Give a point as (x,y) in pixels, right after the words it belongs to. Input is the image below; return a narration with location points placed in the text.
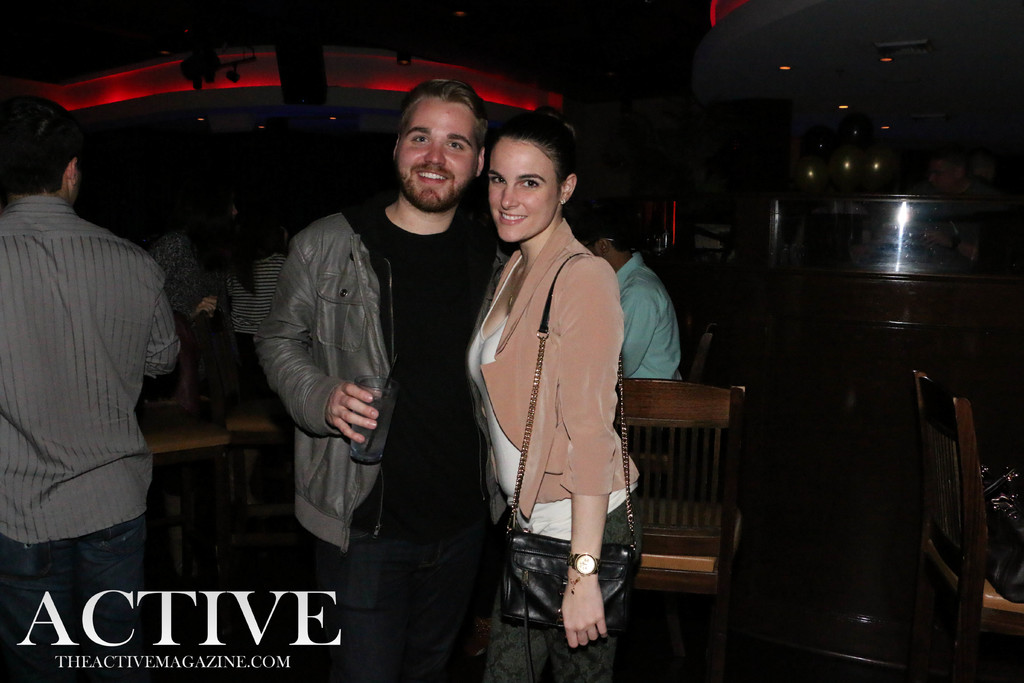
In this image I can see the group of people (217,283) with different color dresses (251,317). I can see one person (496,402) wearing the bag (511,588) and another person (359,401) holding the glass (380,446). To the side there are many chairs (663,450). In the background (277,71) I can see the balloons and lights (261,71).
